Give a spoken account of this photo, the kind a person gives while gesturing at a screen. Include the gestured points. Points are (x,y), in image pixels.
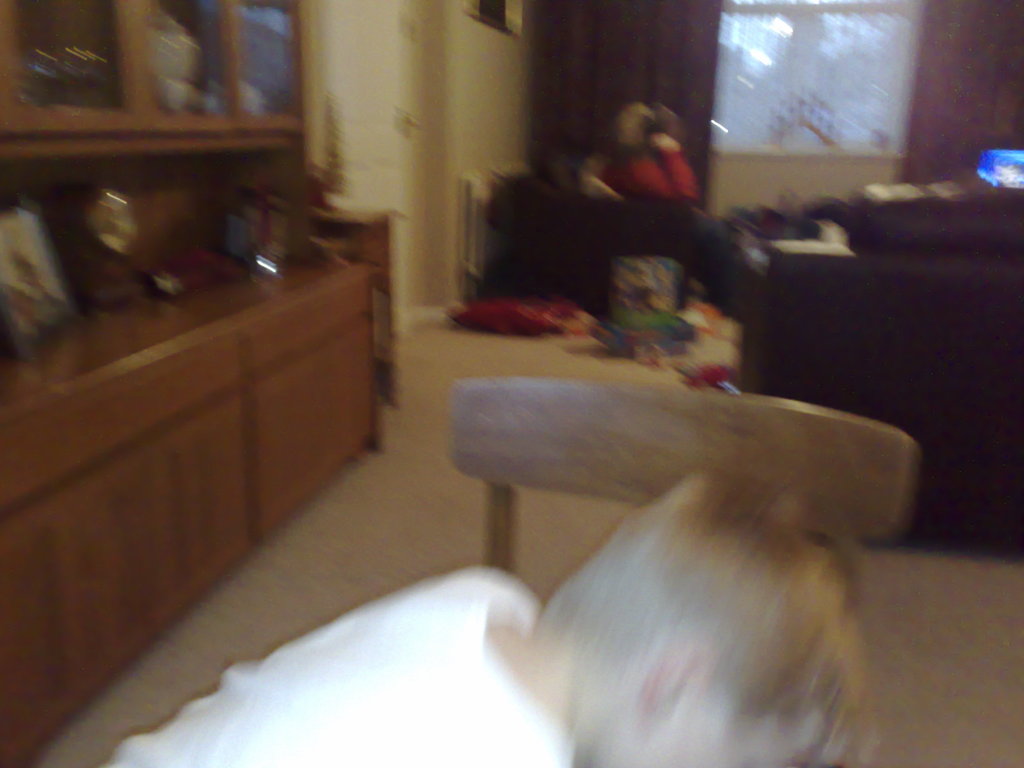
In the image we can see a child (389,665) wearing clothes (401,686) and sitting on the chair (543,462). This is a chair (501,445), floor (328,521), cupboards (113,510), window (789,67) and curtains (694,48). We can even see there is a sofa (872,297) and the image is blurred.
